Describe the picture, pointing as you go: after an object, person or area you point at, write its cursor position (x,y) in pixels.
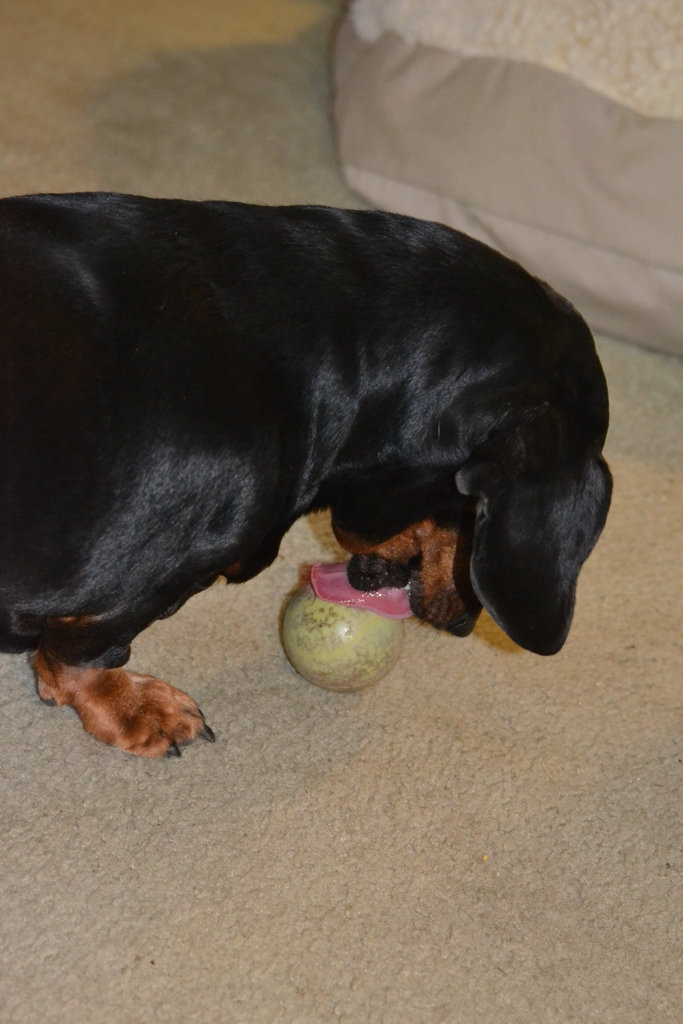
In this image we can see a dog (344,362) licking a round object (305,634). At the top of the image (471,115) there is another object (481,81).
